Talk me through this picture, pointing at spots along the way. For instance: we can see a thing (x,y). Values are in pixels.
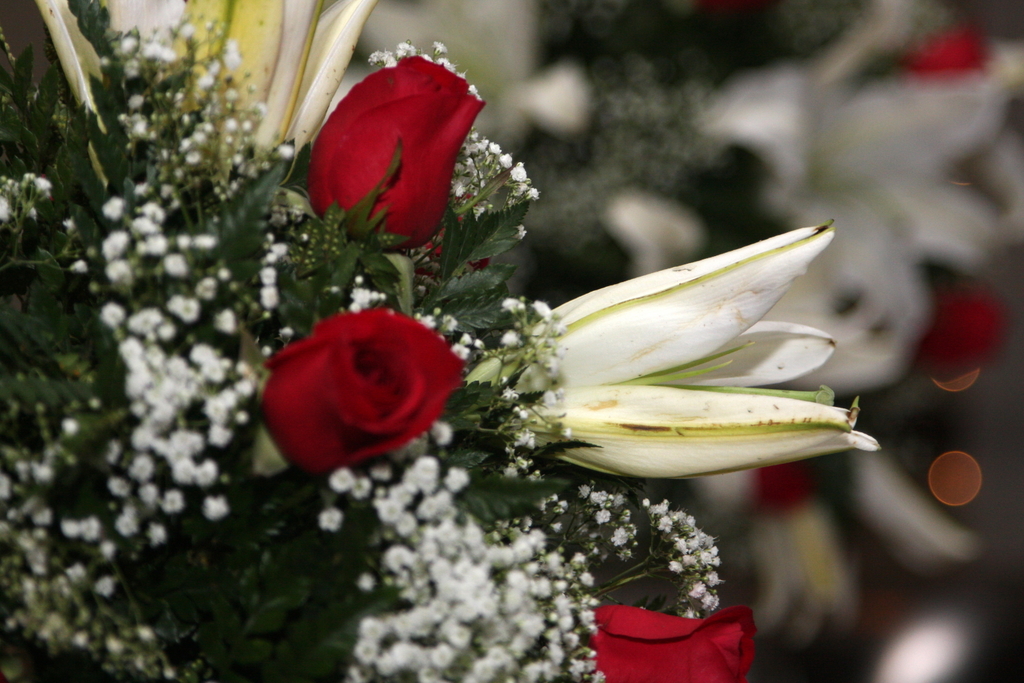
In this image I can see a bouquet (490,165), on the bouquet (153,251) I can see flowers (169,276) and leaves (272,174) visible on left side (108,466), on the right side (875,169) it might be flower (813,147).
